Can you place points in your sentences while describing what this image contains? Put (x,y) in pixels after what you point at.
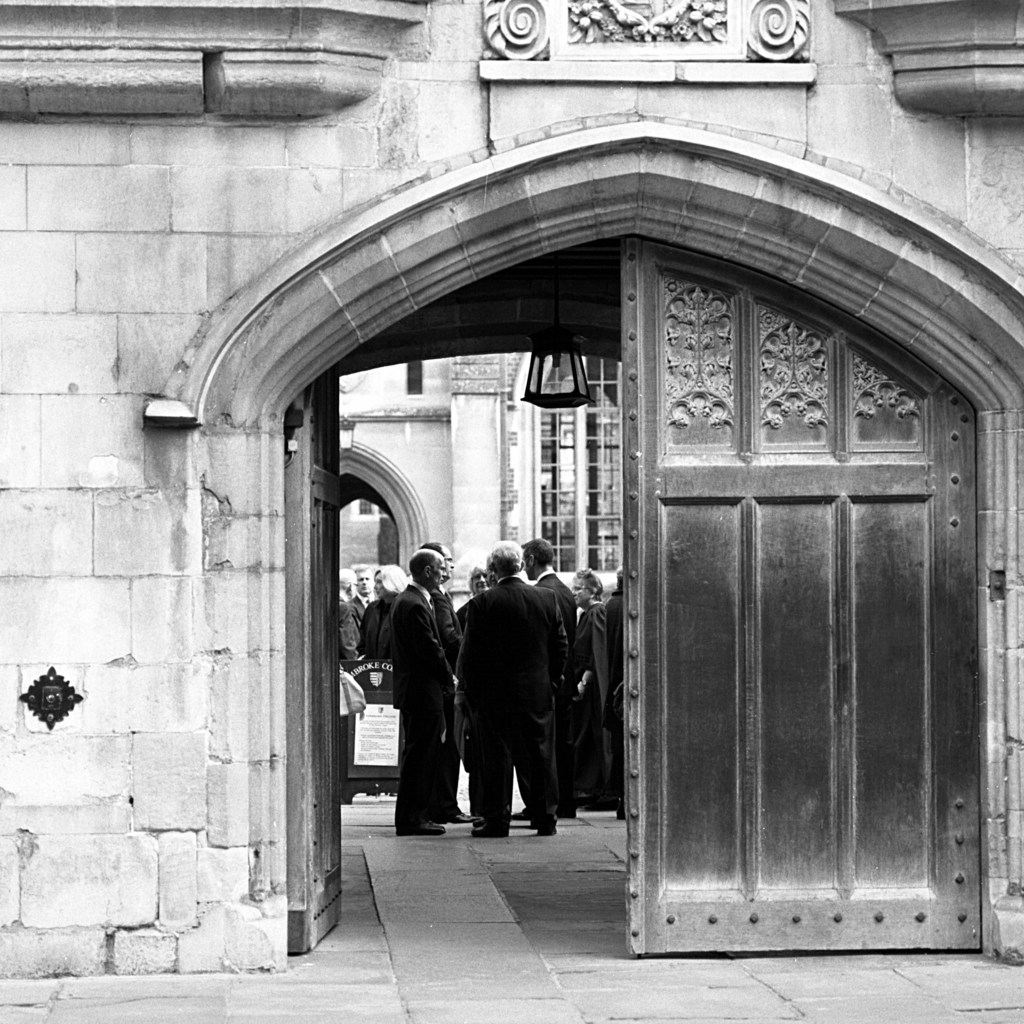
In the foreground of this black and white image, there is a wall (89,645) and a gate (804,632). In the background (450,639), there are men (521,661) wearing suits (536,741) are standing and we can also see an arch (404,477), window (553,418) and a lamp (551,394).
